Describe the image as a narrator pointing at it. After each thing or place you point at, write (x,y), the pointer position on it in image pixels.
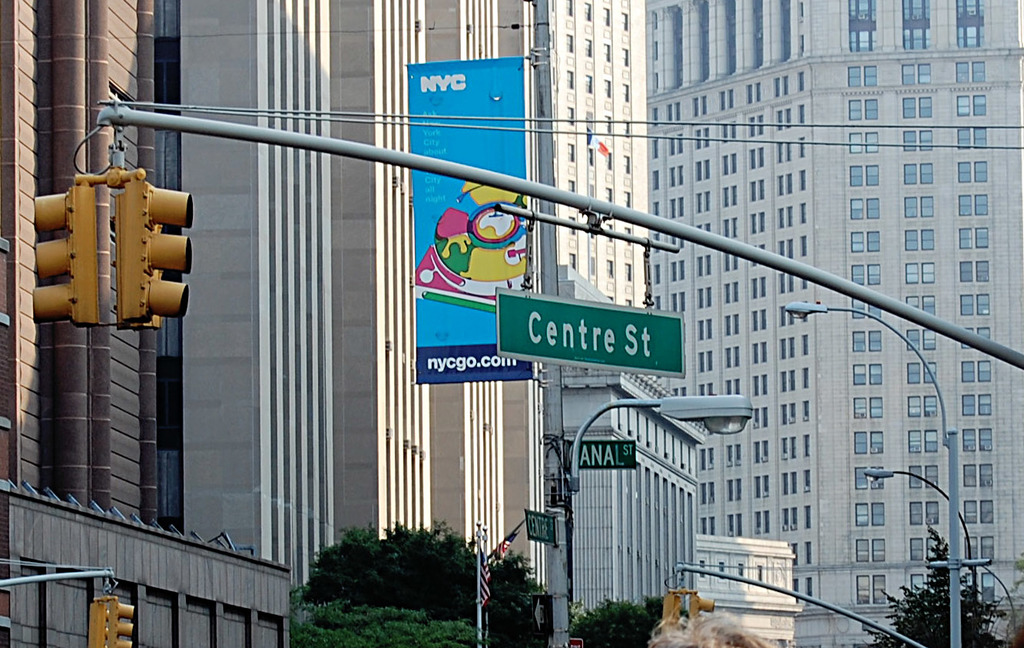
In this image in the center (441,425) there are some buildings (731,290), and in the foreground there are some boards (437,215), traffic signals (125,220), poles (558,556) and trees (935,580).
